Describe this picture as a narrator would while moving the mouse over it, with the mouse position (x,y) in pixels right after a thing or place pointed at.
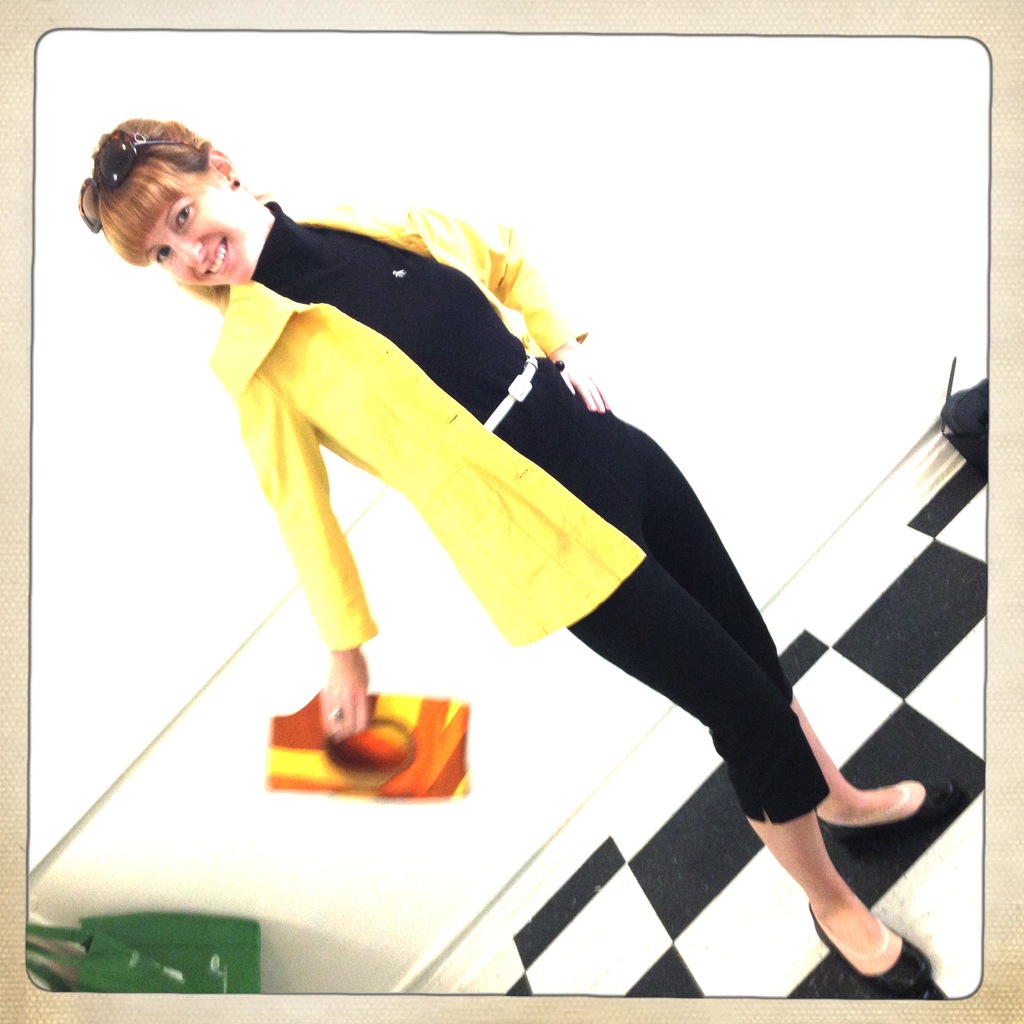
In this picture we can see a woman (374,405) in the yellow jacket (391,448) is standing on the floor (690,794) and behind the woman (310,572) there is a wall (152,674).
